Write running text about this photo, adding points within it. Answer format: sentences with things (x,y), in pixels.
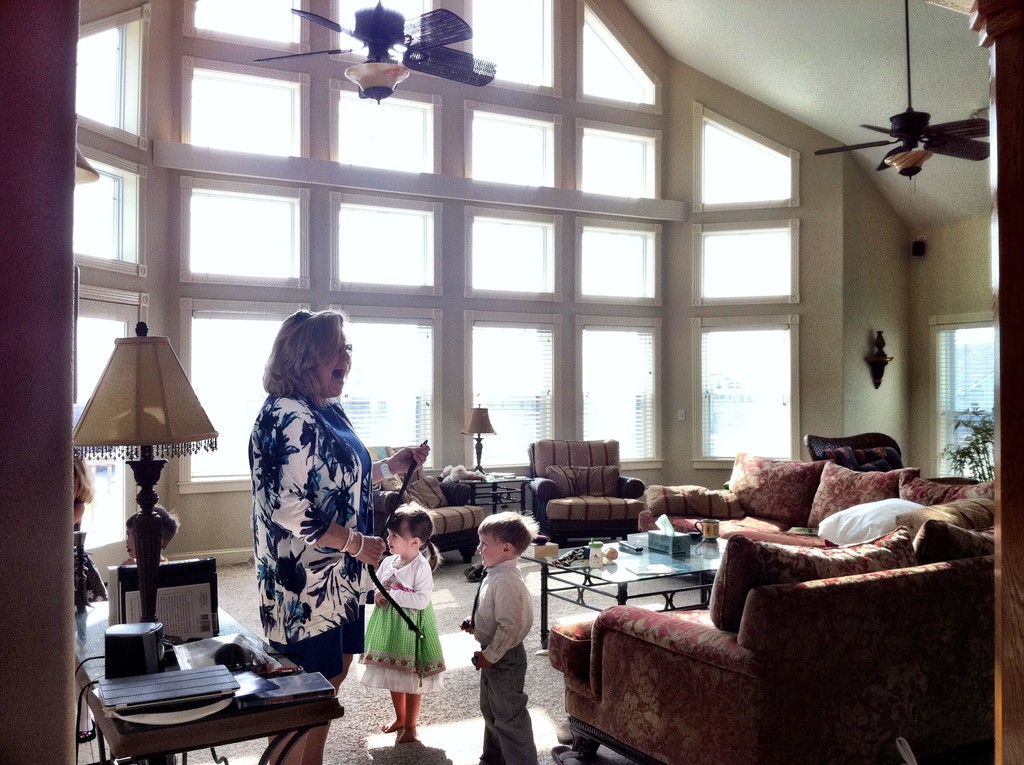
A woman (352,447) is standing two children (416,511) are also too. In the right side (807,560) there is a sofa (863,571).
